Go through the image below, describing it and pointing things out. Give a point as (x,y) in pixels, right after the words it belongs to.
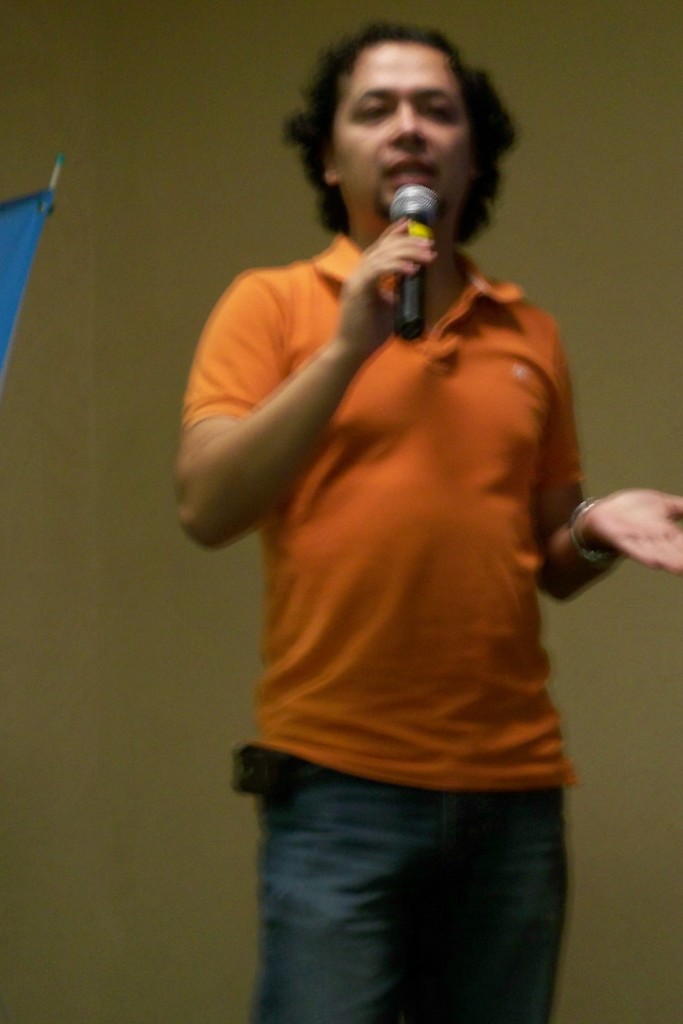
As we can see in the image in the front (460,601) there is a man (483,479) wearing orange color t shirt (441,434) and holding a mic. Behind him there is a wall (121,403).
